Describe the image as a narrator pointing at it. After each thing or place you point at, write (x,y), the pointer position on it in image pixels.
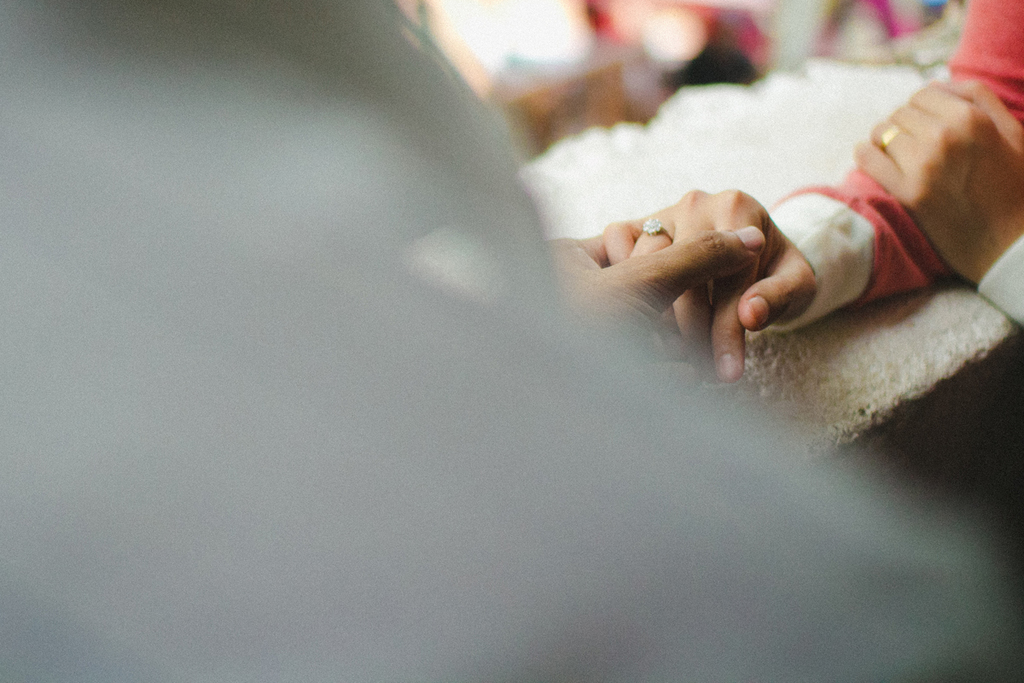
Right side of the image (884,226) we can see people (886,229) are holding their hands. Background (635,55) and left side of the image (233,302) it is blurry.
